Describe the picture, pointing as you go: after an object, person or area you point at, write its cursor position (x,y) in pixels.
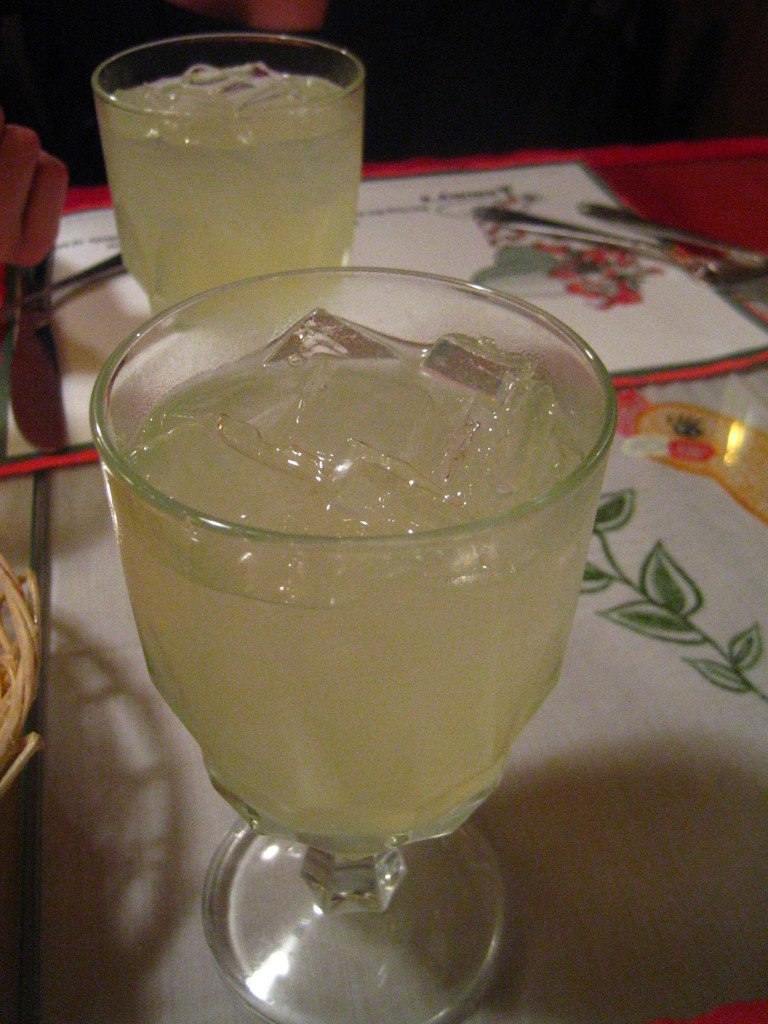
In this image there are glasses (266,328) and on the left side (189,789) there is a cloth (0,461) and there is a basket (21,661) and there are spoons (713,258) on the table (698,257).
